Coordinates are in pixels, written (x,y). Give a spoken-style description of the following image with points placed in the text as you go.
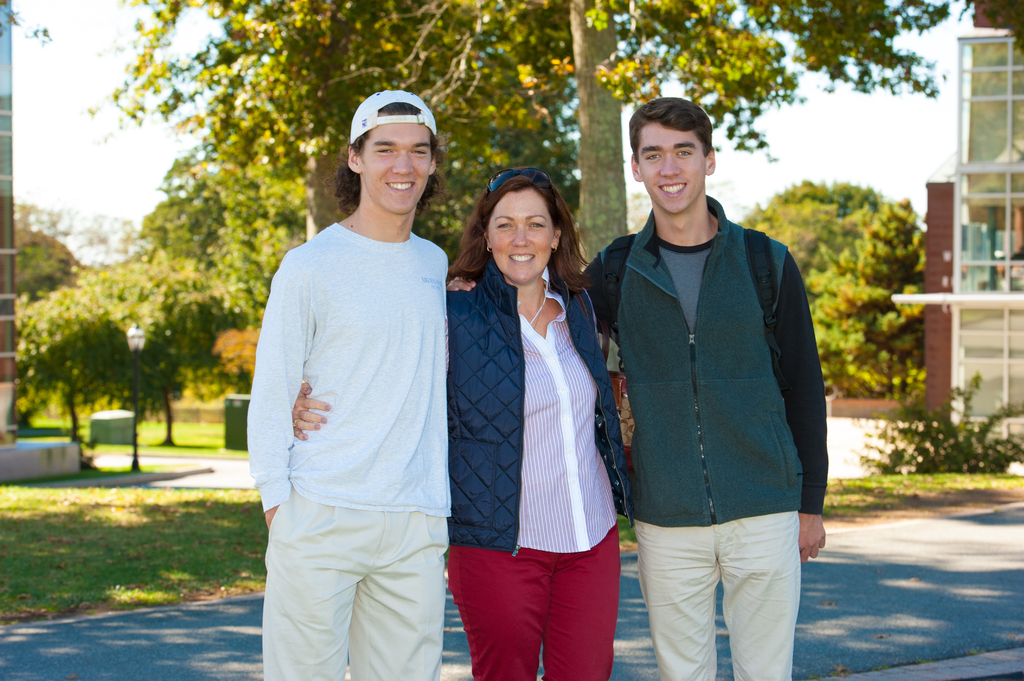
In this image there are three people (817,451) standing and posing for a picture, one among them is wearing a bag (604,271) and behind them there are trees (303,172), plants (85,442), roads (885,549) and buildings (11,396).
